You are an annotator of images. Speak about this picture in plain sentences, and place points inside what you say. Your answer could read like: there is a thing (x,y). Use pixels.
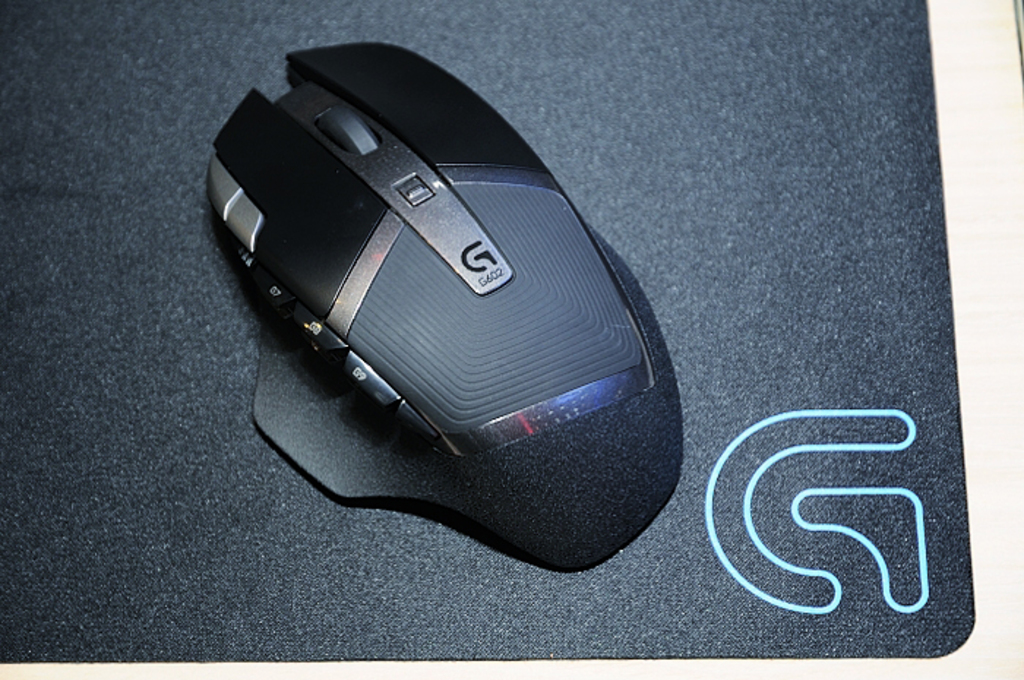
In this picture, we can see wireless mouse (445,203) on an object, and we can see a logo (814,612) on the bottom right side of the picture (819,550).
